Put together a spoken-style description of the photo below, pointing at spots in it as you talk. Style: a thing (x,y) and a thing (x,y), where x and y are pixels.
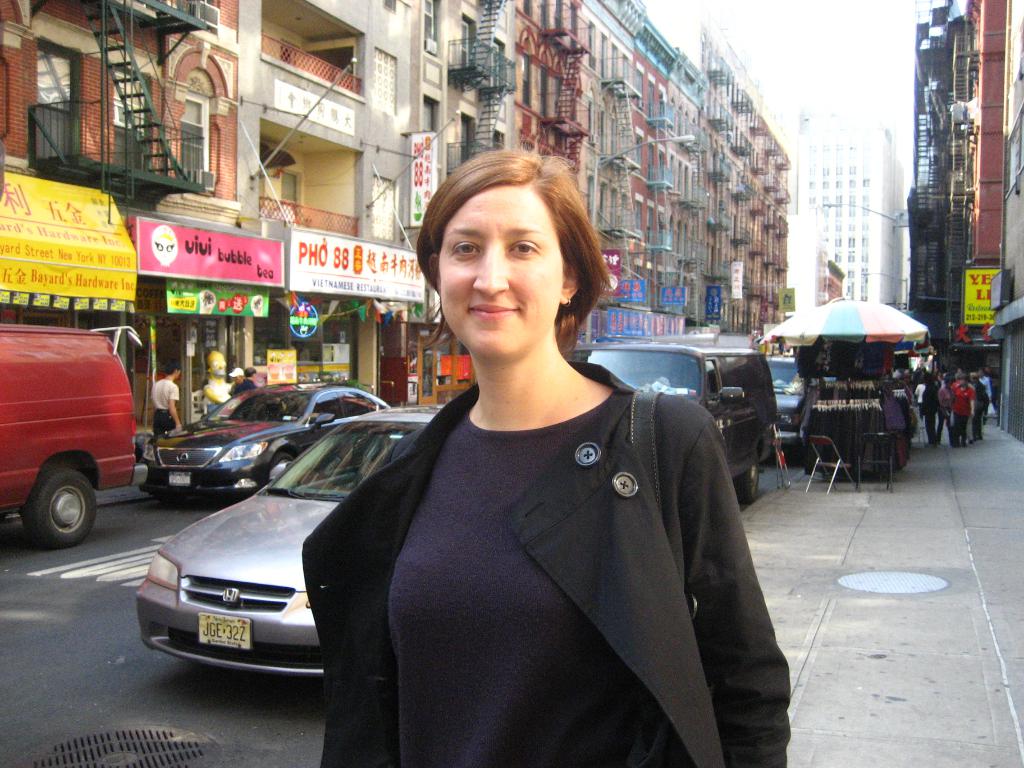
In this image, in the middle (658,410), we can see a woman (697,487) wearing a black color dress (737,617). On the right side (1005,189), we can see a building (962,352), a group of people (960,375), umbrella (867,335), chairs (784,462), hoardings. In the middle of the image (668,385), we can also see few cars (743,350) which are placed on the road (245,700). On the left side (211,418), we can see some vehicles (234,421), a group of people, hoardings (273,264), board (219,245), on the board (331,242), we can see some text (374,253) written on it, balcony (457,144), staircase (492,127), buildings (746,161). In the background (813,233), we can also see a street light (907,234), building (890,209). At the top (819,25), we can see a sky (822,14), at the bottom (17,667), we can see a road (66,669) and a footpath (957,613).
